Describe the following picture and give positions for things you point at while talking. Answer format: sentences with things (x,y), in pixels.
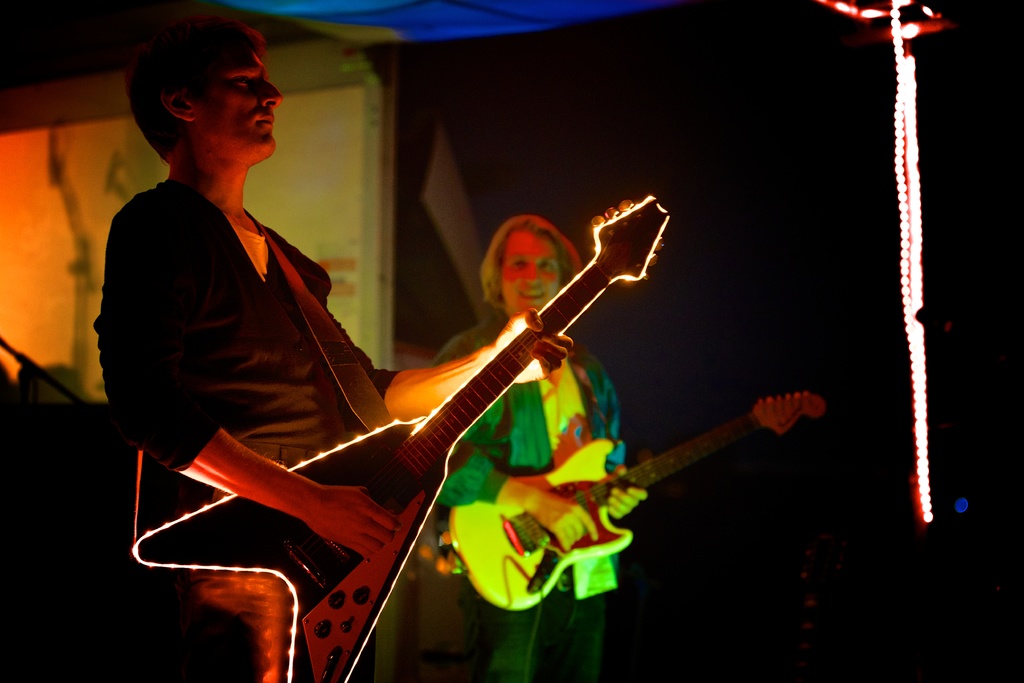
In this image I can see two people (508,459) standing and they are holding the guitar (366,560).
